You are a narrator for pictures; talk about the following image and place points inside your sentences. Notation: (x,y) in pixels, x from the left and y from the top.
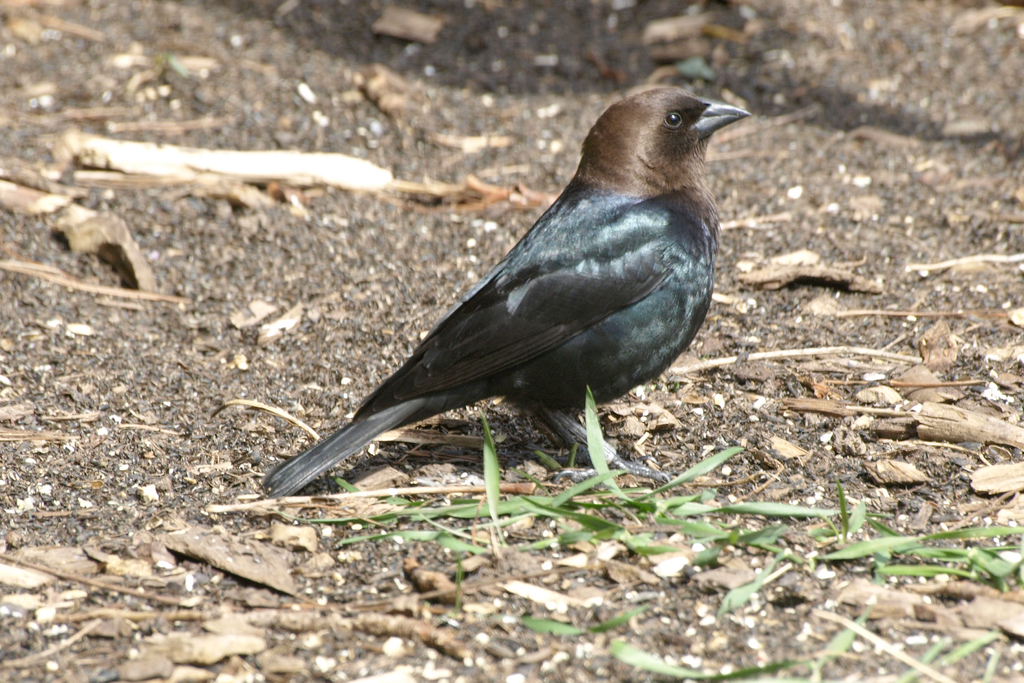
In the foreground of this image (712,263), there is a bird (702,218) on the ground (225,536) where we can see few wooden sticks (936,409) and the leaves (723,533).
